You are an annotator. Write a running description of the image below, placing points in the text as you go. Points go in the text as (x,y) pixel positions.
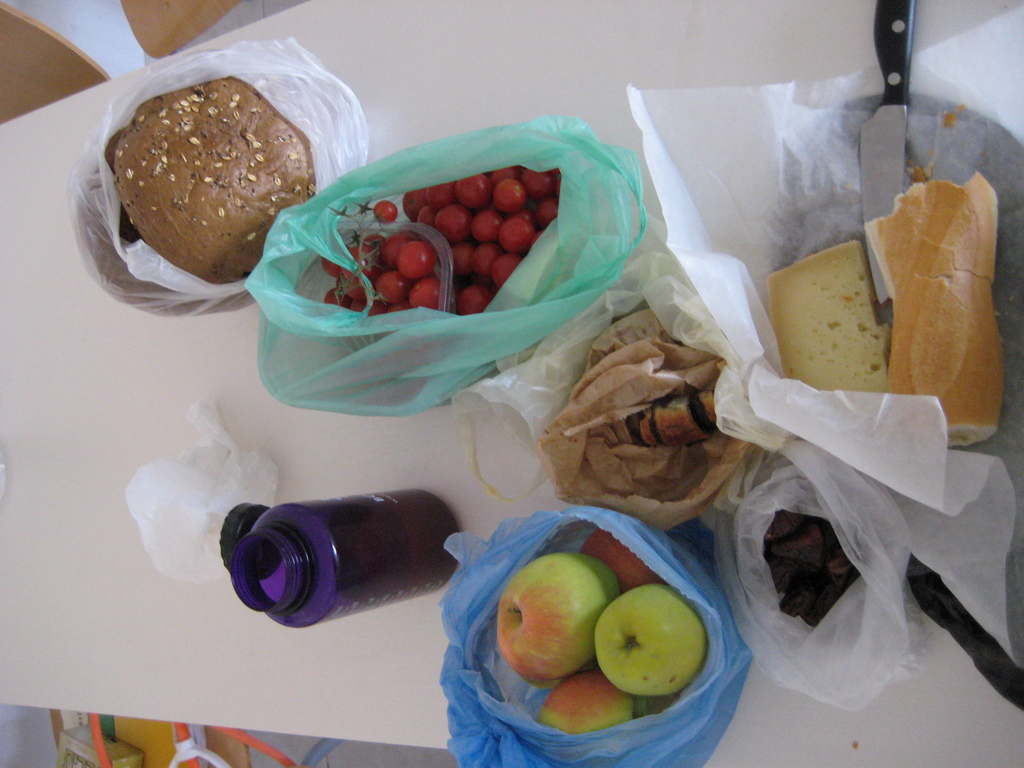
In this image I can see a table (930,732) on which there are so many food items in the covers (878,624), beside them there is a knife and bottle (401,526).
